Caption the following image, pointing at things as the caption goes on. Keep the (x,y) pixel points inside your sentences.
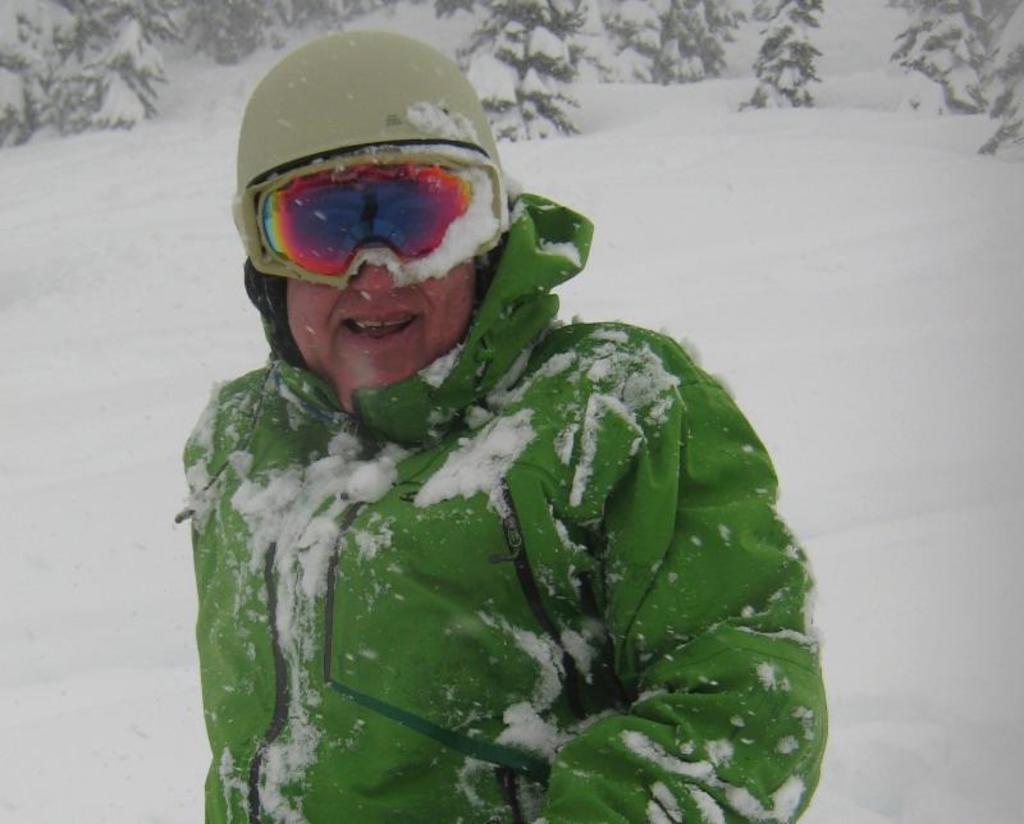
A person (240,438) is standing on the snow (235,363) wearing a green coat (403,405), glasses (356,254) and helmet (295,122). Behind him there is snow (5,188) and trees (534,35) are present at the back (225,49).
